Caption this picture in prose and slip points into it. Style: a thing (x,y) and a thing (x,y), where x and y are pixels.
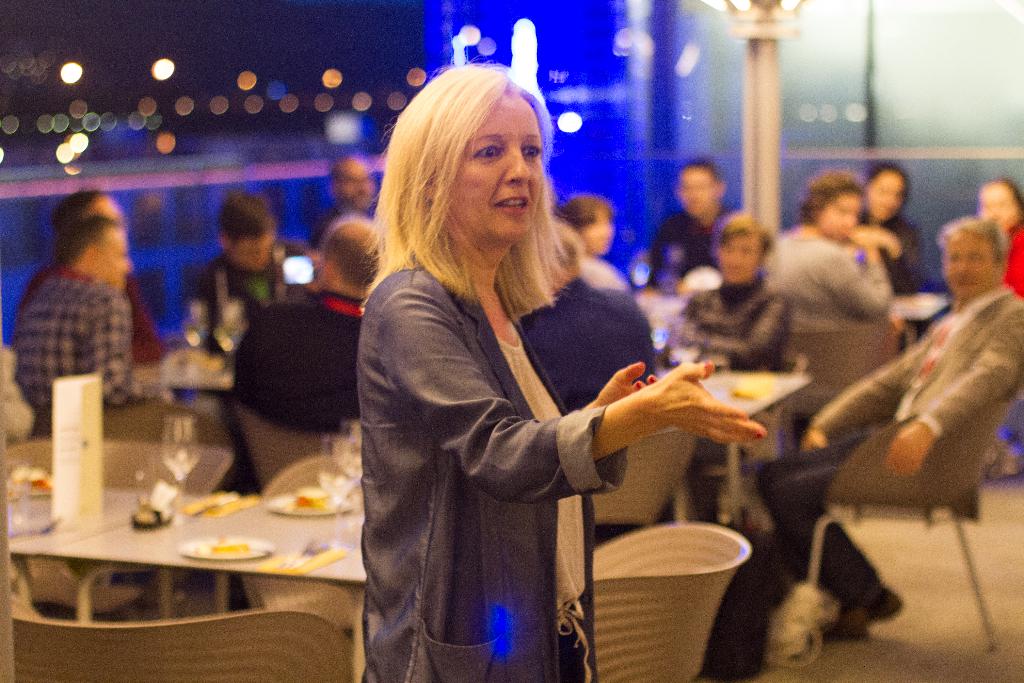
In this image I can see a woman (451,260) standing. In the background (770,320) I can see there are group of people (810,262) who are sitting on a chair (843,506) in front of a table (157,554). On the table (230,525) there are few glasses (181,450) and other objects (232,549) on it.
